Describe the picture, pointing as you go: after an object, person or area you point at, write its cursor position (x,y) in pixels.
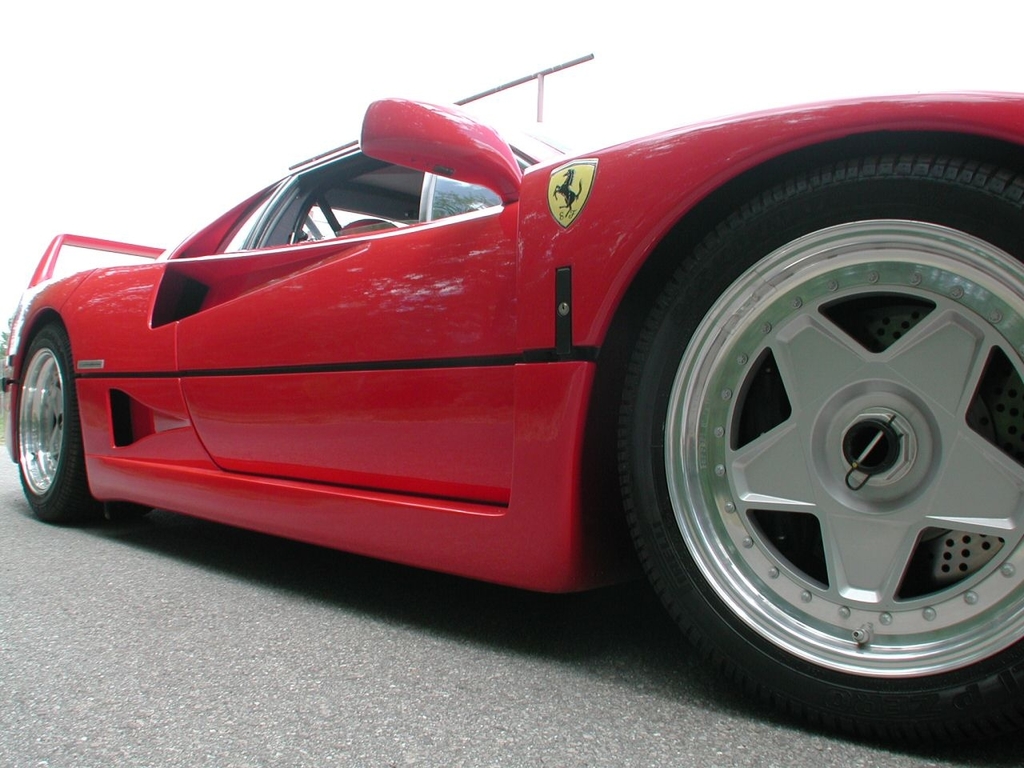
In this image there is a red color car (360,312) on the road (471,603). There is a logo (575,210) on the car (535,263). Background (11,192) there is sky (157,187).
